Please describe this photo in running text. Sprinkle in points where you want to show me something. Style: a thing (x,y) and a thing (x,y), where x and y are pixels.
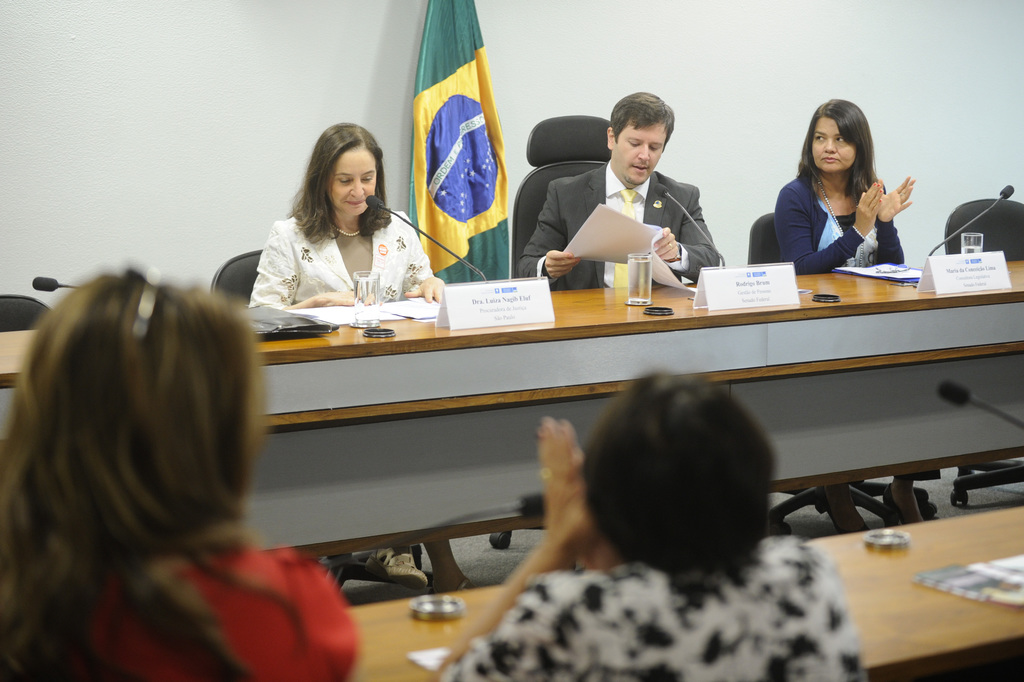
In this image there are persons (692,229) sitting on the chair (608,153), there is a person (631,164) holding an object (645,233), there are two persons (191,523) truncated towards the bottom of the image (107,472), there is a desk (827,383) truncated, there are objects (715,296) on the desk (481,329), there are microphones (382,208), there is an object (1000,575) truncated towards the right of the image (981,573), there is a flag (471,126) truncated towards the top of the image (439,68), at the background of the image (353,97) there is the wall (227,99).
